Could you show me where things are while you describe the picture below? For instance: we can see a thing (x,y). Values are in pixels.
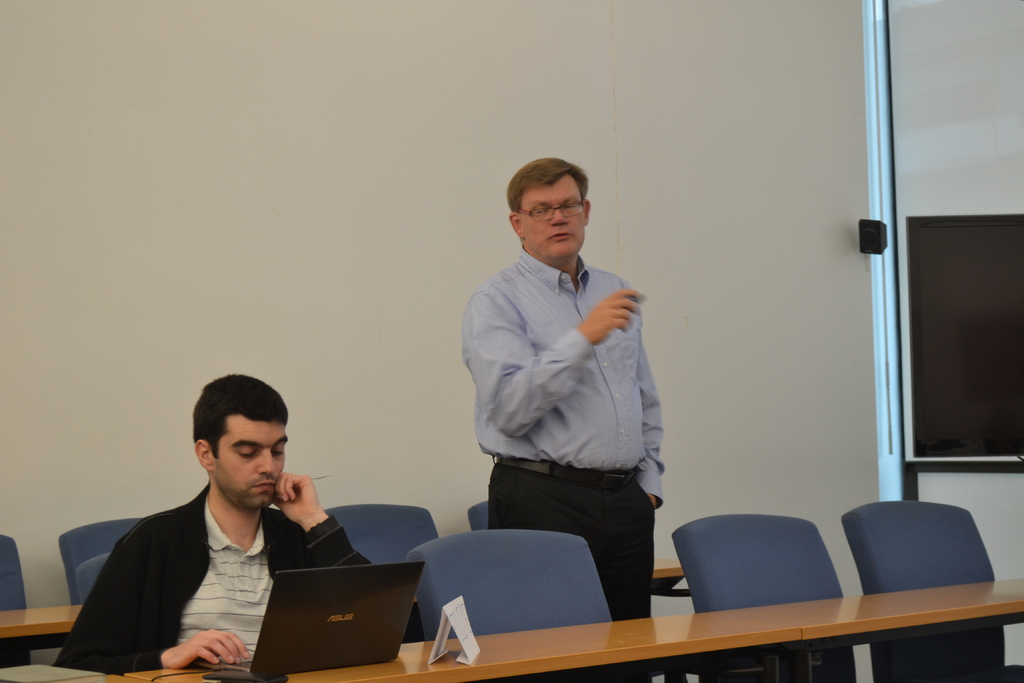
In this picture there is a man (477,322) standing, behind person (217,586) who is sitting here. He has a laptop (298,631) in front of him and there are some empty chairs (541,622) beside him also white wall (272,231) behind them.
